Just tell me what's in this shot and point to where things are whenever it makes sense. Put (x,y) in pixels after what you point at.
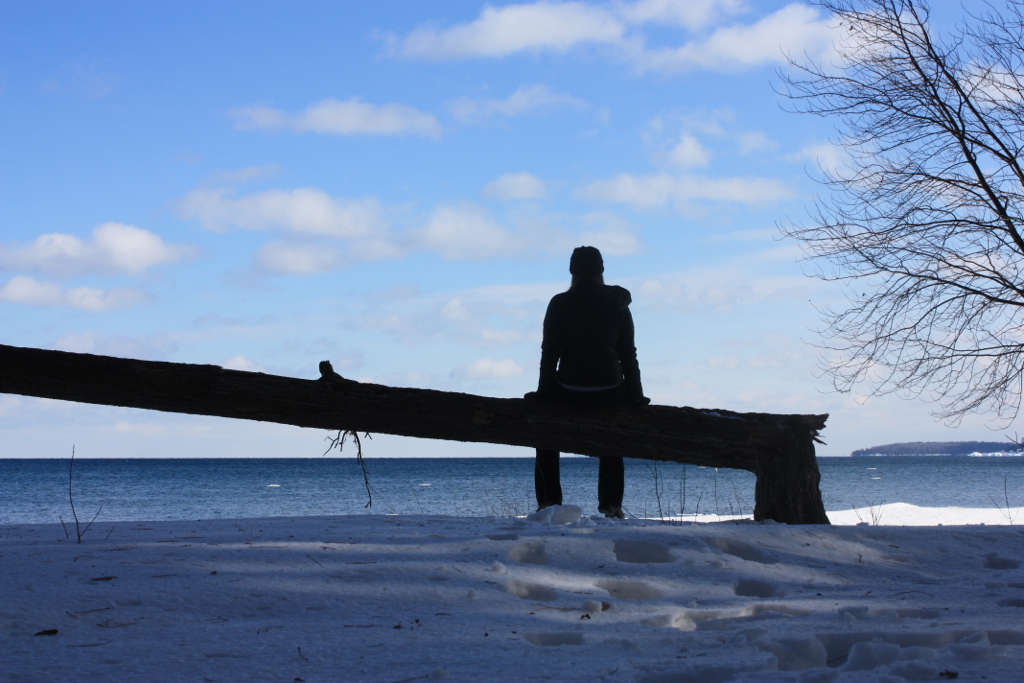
In this image, we can see a person (609,343) is sitting on a wooden pole (642,444). At the bottom (736,554), we can see snow (449,595). Background (697,98) there is a sky (371,219). Here we can see few plants (1006,109) and sky (954,194).
